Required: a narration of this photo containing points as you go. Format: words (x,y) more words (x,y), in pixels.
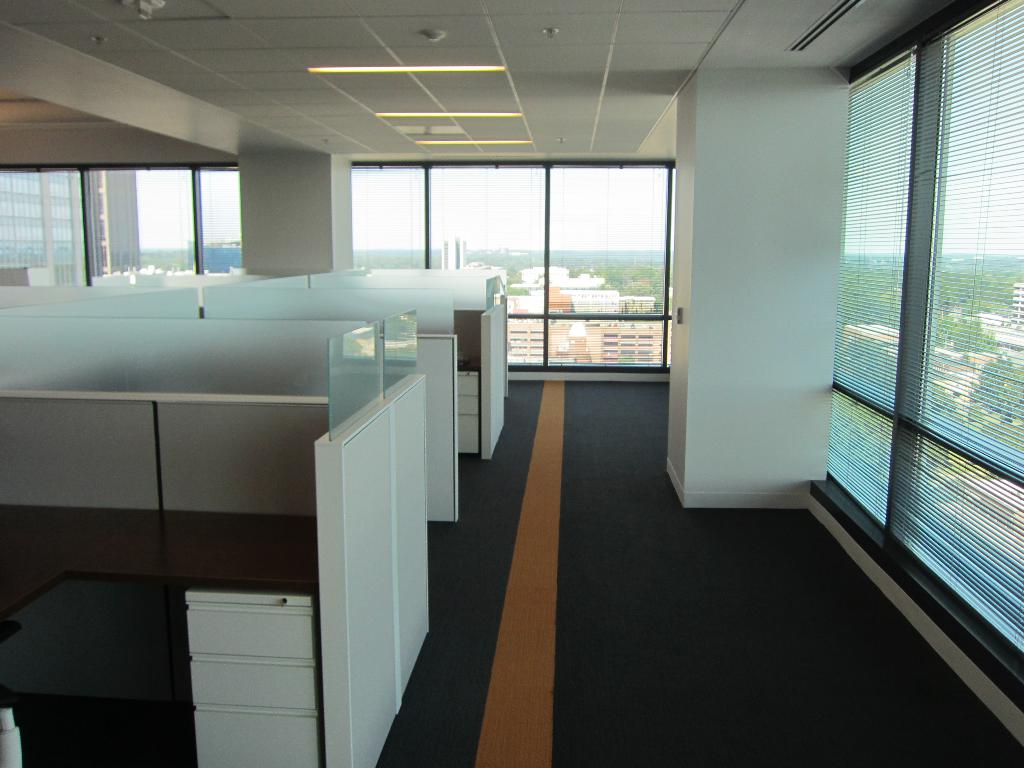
It is an interior part of an office room (398,448), in the left side (330,504) there are work desks (364,518) which are in white color and in the right (1017,215) it is a glass wall (945,370).
